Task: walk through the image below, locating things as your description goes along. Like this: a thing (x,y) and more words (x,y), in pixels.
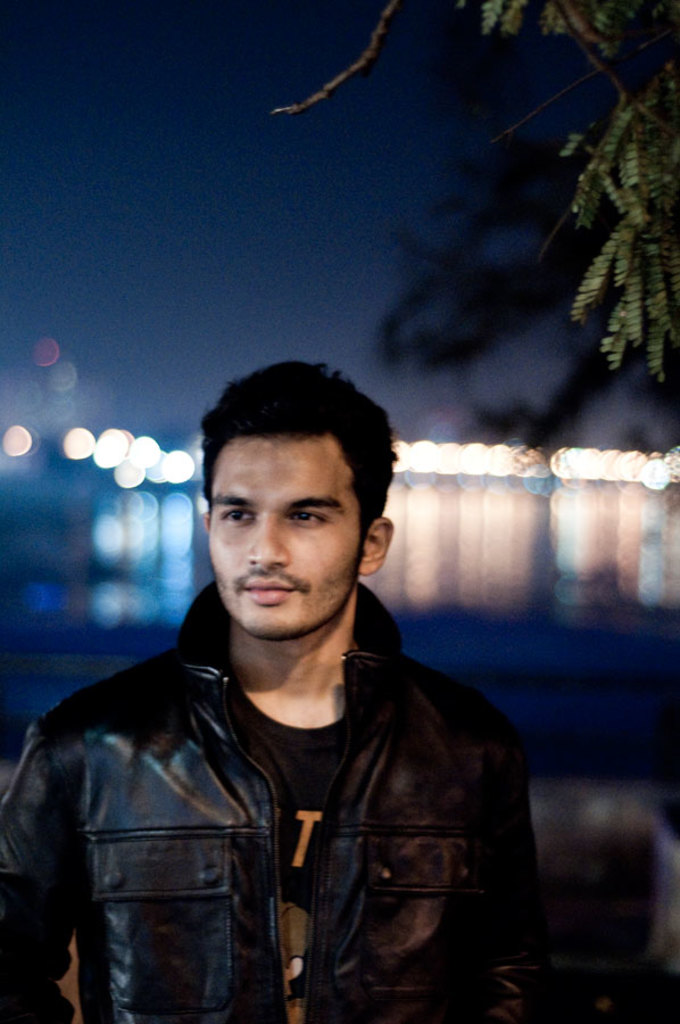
This image consists of a man (413,843) wearing black jacket (355,671). In the background (532,525), there is water (556,507). To the right (589,295), there is a tree (664,73). At the top (91,110), there is a sky (52,110).
